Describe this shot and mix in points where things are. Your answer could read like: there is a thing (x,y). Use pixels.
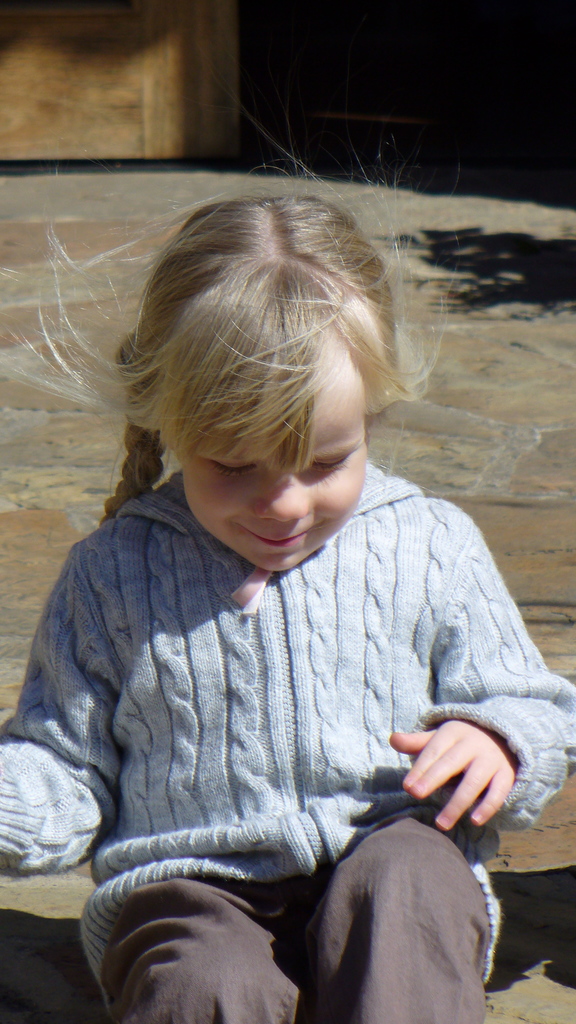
A girl (280,888) is sitting and smiling wearing a blue sweater (386,702) and a pant (446,1004).
